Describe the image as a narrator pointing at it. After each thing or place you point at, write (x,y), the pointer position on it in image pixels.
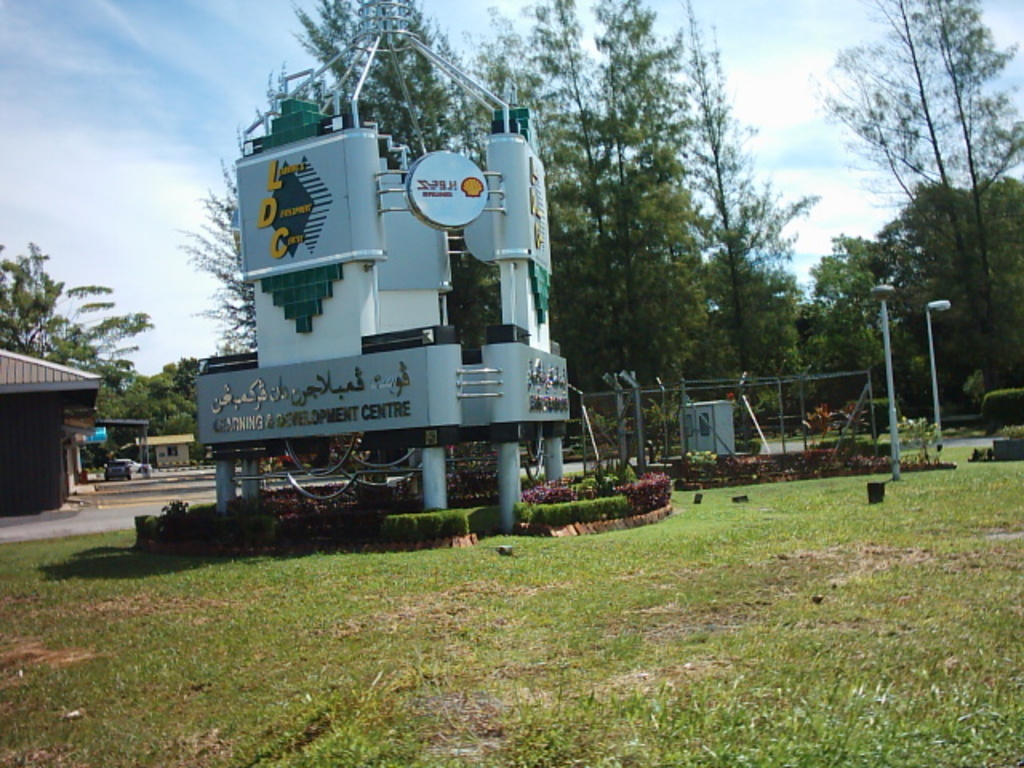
In this picture I can observe a sign (343,159) placed on the ground (451,554). There are some plants (797,437) and grass (622,568) on the ground (648,548). On the left side (77,376) I can observe a building (49,397). In the background (113,372) there are trees (614,201) and a sky (181,117) with some clouds (96,165).
